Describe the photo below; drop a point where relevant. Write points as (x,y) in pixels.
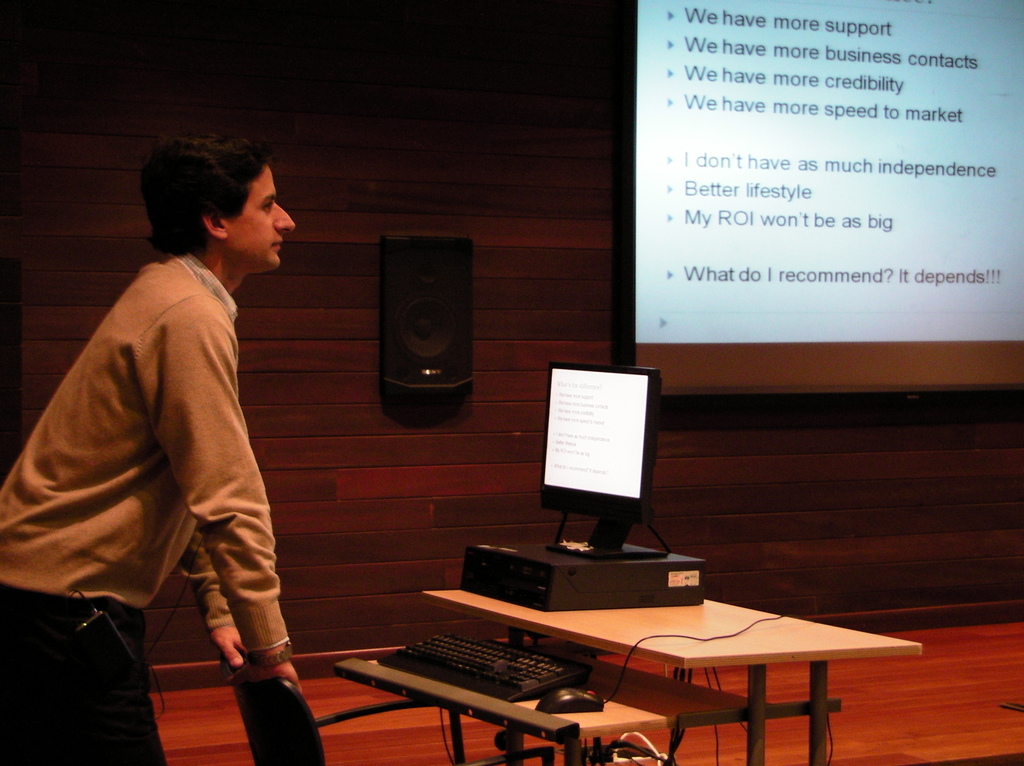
In this picture we can see a man (84,734) who is standing besides the chair (263,717). This is the table (678,679), on the table (523,619) there is a monitor (567,493), this is the keyboard (495,687), and this is mouse (588,706). And there is a screen (780,205). Here we can see the floor (934,687). And this is wall (431,125).
